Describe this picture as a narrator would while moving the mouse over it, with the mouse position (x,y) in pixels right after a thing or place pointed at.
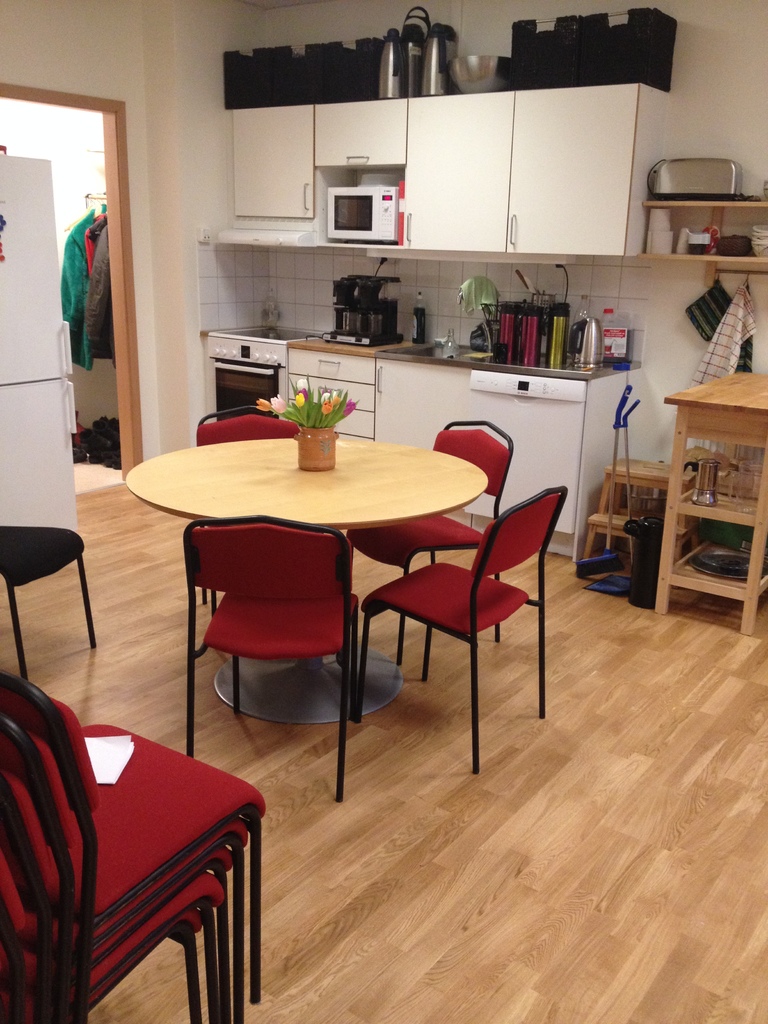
In the picture we can see a wooden floor (638,962) inside the house (656,428) with a round table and four chairs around it which are red in color and besides it we can see some chairs (78,777) one on the other and beside it we can see a refrigerator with two doors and in the background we can see a desk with some bottles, jar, sink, stove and top of it to the wall (606,284) we can see some cupboards (543,153) and in it we can see a micro oven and besides we can see a rack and some items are placed in it and under it we can see a table (694,417) on it also we can see some items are placed.
